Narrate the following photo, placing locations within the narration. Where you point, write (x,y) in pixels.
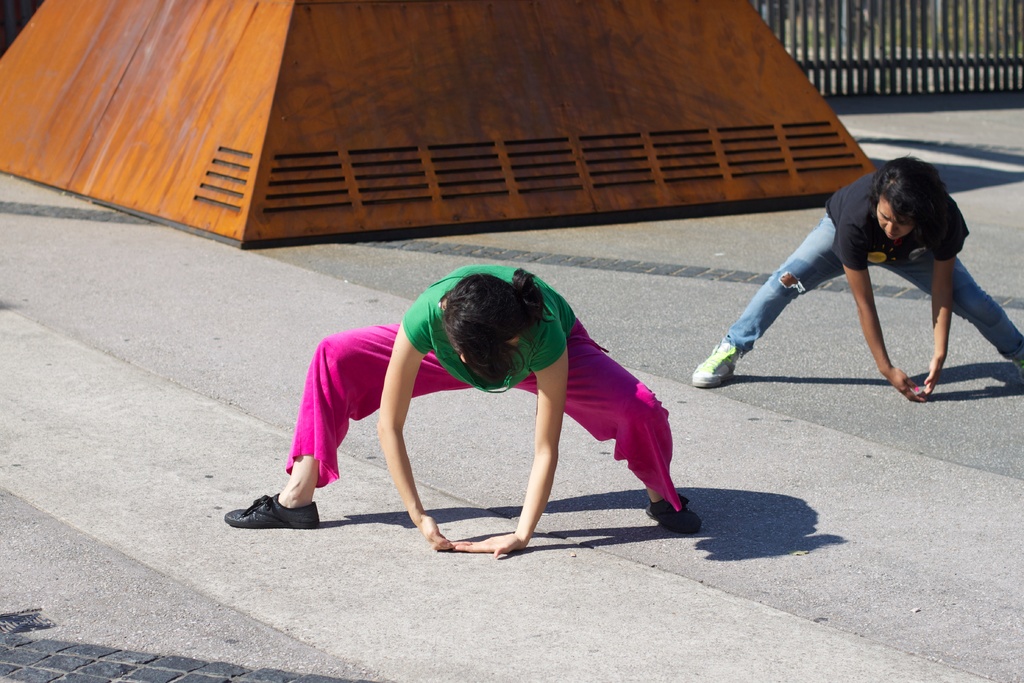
In this picture I can see there are two people (353,404) exercising and they are wearing shirts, pants (359,359) and shoes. In the backdrop (797,33) there is a railing (946,29) at right (1004,10) and there is a pyramidal shaped object (355,122) to the left (137,130).
